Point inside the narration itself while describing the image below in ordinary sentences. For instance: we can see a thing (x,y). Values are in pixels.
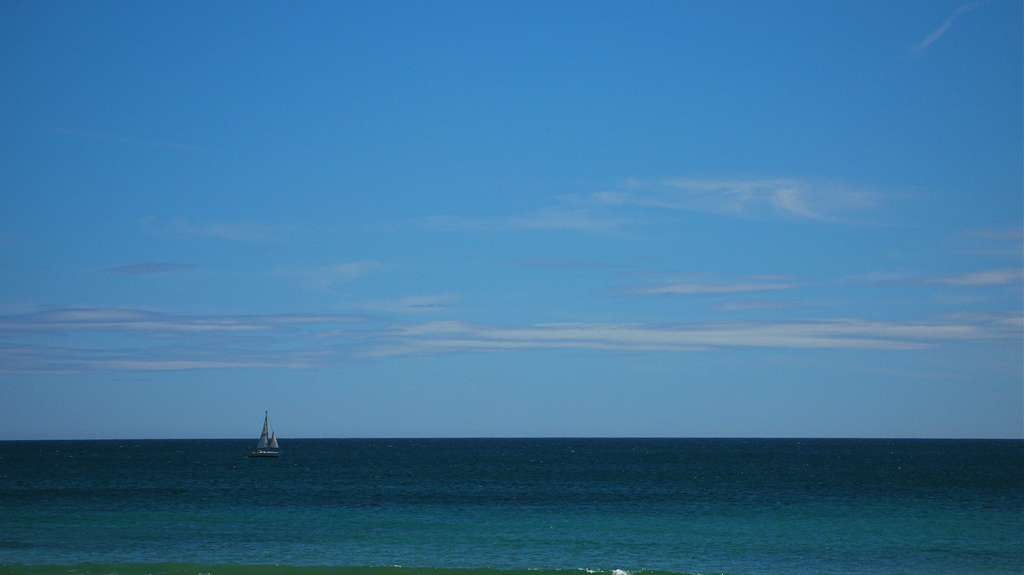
In this image we can see a boat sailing on water (612,474). At the top (330,134) we can see the sky (326,252).
